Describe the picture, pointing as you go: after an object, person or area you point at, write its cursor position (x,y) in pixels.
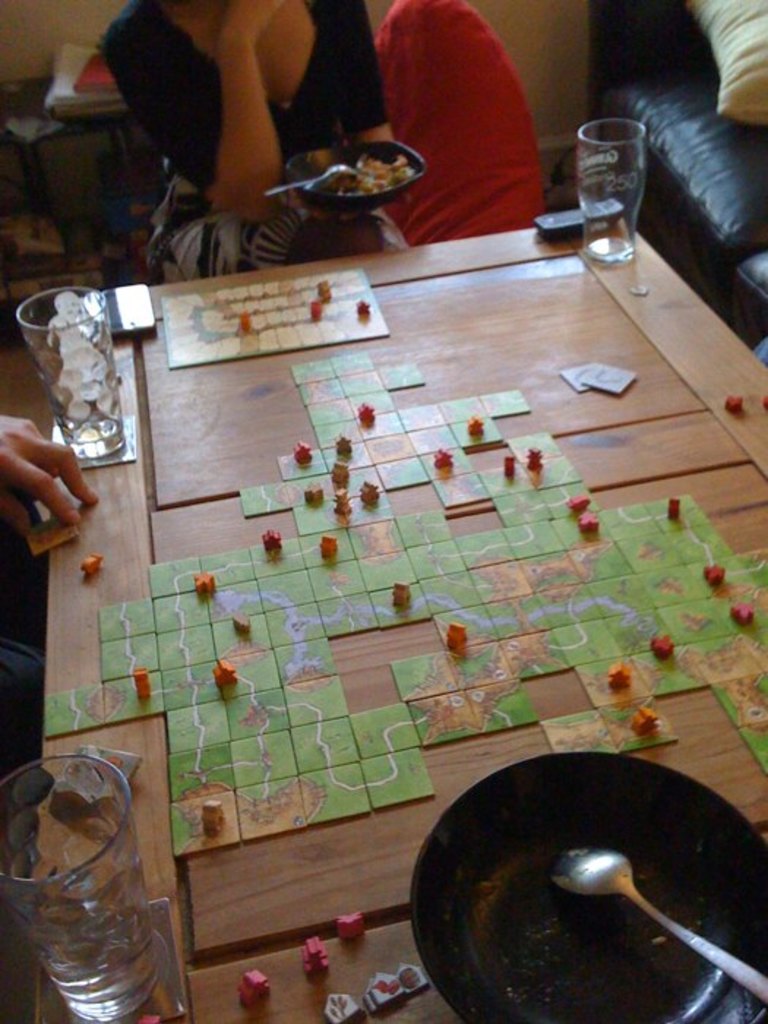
This Image is clicked in a room (23,371). There is a table (201,534) in the middle (465,674), on the table (437,768) there is some game (367,767) placed on that. There are glasses (83,423) on the table (130,350) and bowl (523,781) with a spoon (724,958). There is one person (284,65) sitting on the top side of the image (363,185), she is holding a bowl (397,161) and there are some eatables (384,161) and spoons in that. there is a sofa (725,195) on the top right corner (658,161) and there is hand (19,466) of some person (17,570) on the left side (29,444) middle.
